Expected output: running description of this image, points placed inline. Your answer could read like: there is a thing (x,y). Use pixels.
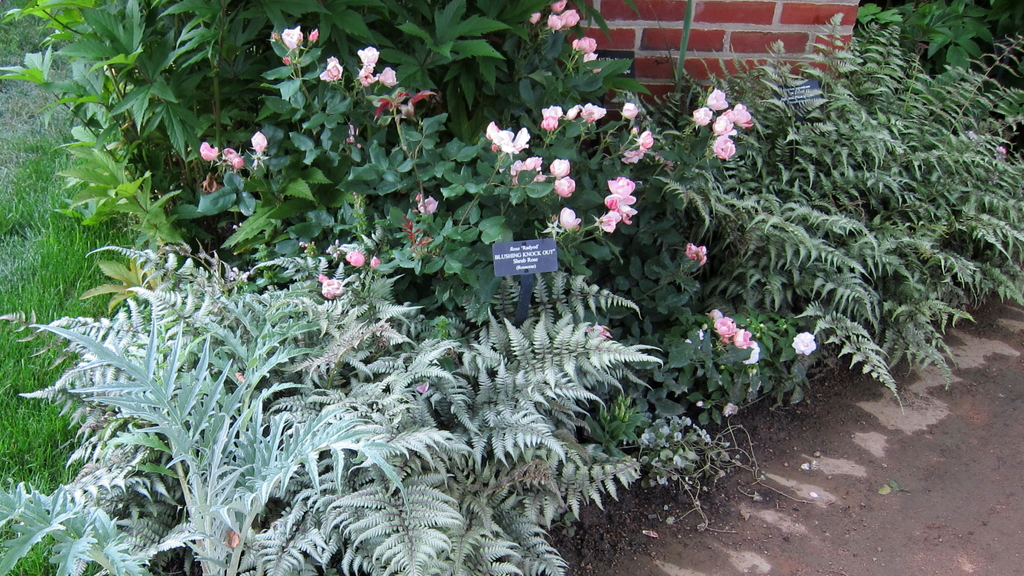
In this picture, we can see the ground (785,451), grass (36,377), plants (553,277), flowers (607,229), boards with some text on it, and we can see the wall (722,57).
